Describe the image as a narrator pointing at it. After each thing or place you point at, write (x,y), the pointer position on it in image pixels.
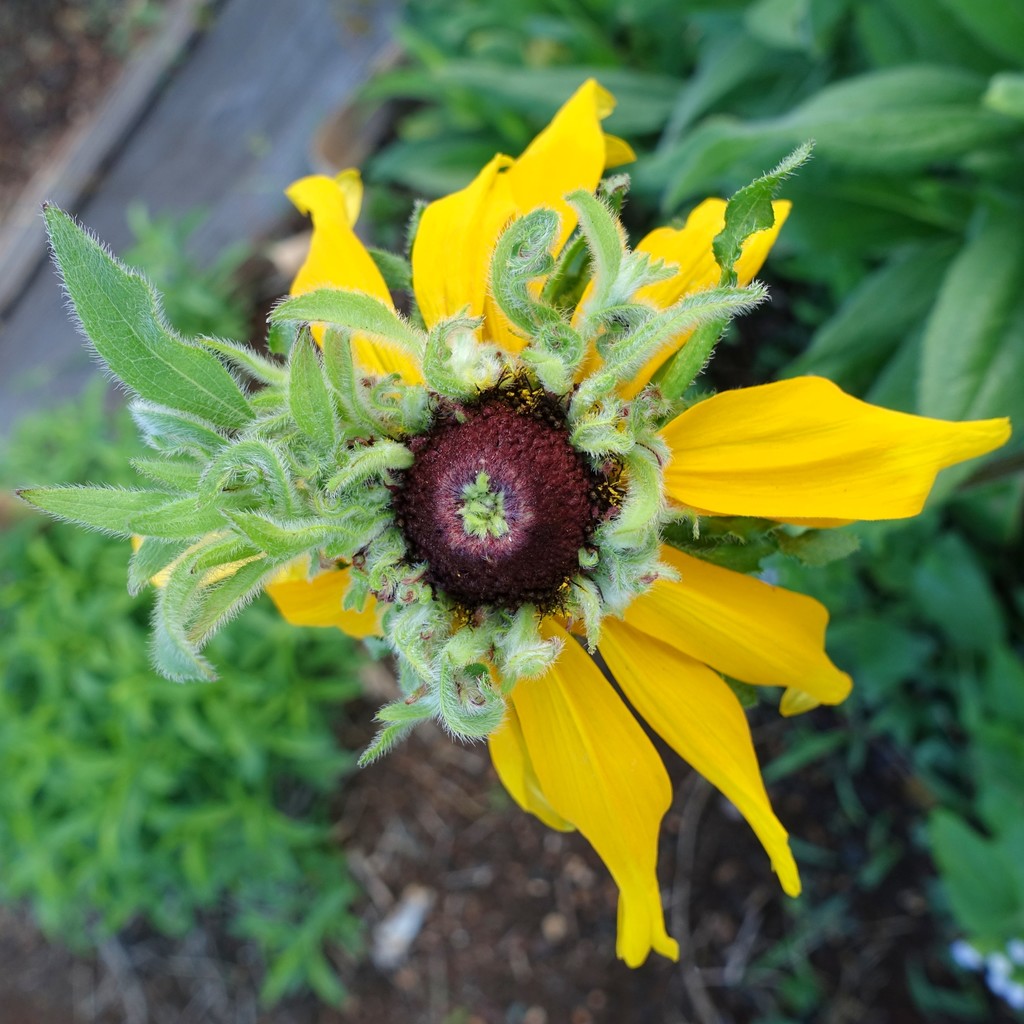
In the center of the image (468,398) we can see a yellow color flower (636,673). In the background (322,854) we can see the leaves (440,81) and also the grass (277,912).
